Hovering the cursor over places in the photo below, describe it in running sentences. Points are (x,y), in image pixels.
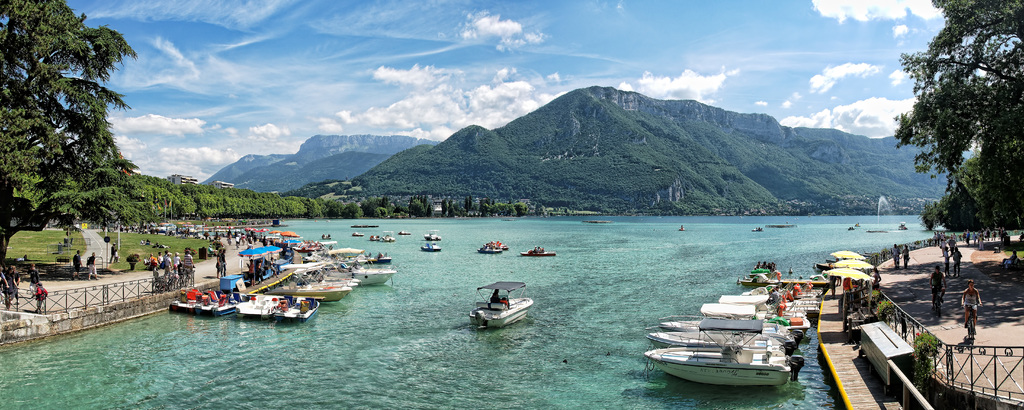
In this picture we can observe a fleet (331,281) on the water (534,295). There are some people (186,260) standing on this road (195,267). We can observe trees (273,205) in this picture. In the background (447,186) there are hills (422,144) and a sky (323,74) with clouds (499,69).
